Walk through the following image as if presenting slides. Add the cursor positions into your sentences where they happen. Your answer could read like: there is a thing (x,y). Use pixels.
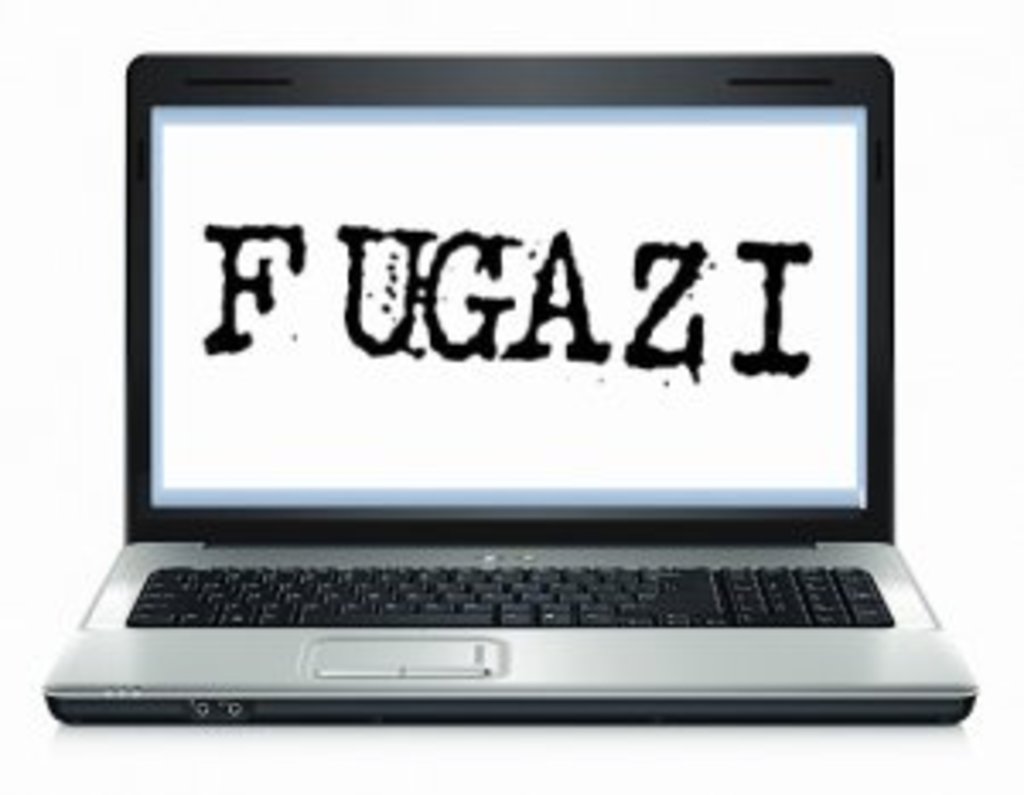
In the middle of the image (586,515) there is a laptop (507,574) on the white surface (184,738). Something is written on the laptop screen (510,323).
